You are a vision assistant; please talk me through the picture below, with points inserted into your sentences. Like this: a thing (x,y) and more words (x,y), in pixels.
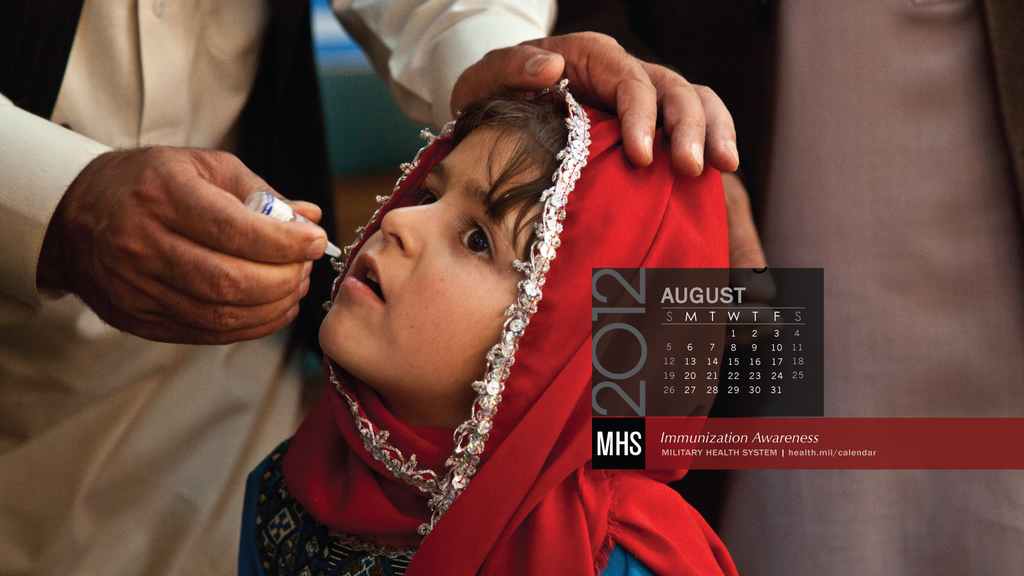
In this image we can see few people (448,243) standing and a person (314,234) is holding a vaccine bottle (272,211) and there is a calendar (740,344) and text (722,444) on the image.
